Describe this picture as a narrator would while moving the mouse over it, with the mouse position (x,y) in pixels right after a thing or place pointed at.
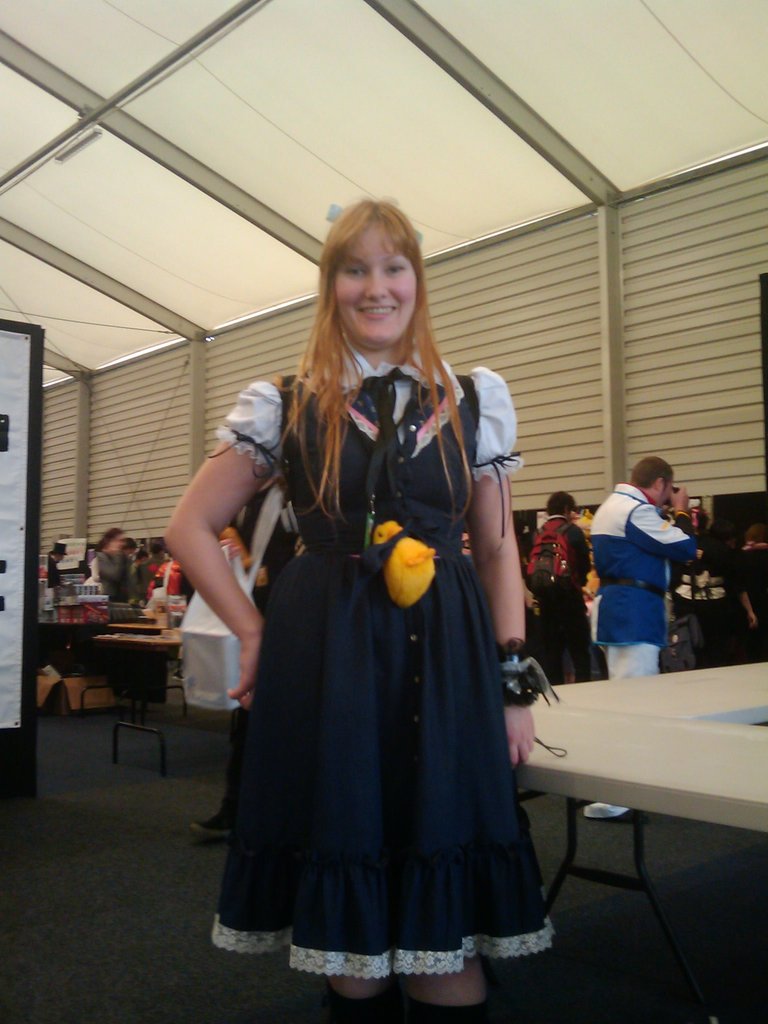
In this image we can see a woman (387,330) standing and smiling, and at back here is the table (758,676), and at side here are the people (644,560) standing, and here is the wall (574,322), and at above here is the roof (131,129).
